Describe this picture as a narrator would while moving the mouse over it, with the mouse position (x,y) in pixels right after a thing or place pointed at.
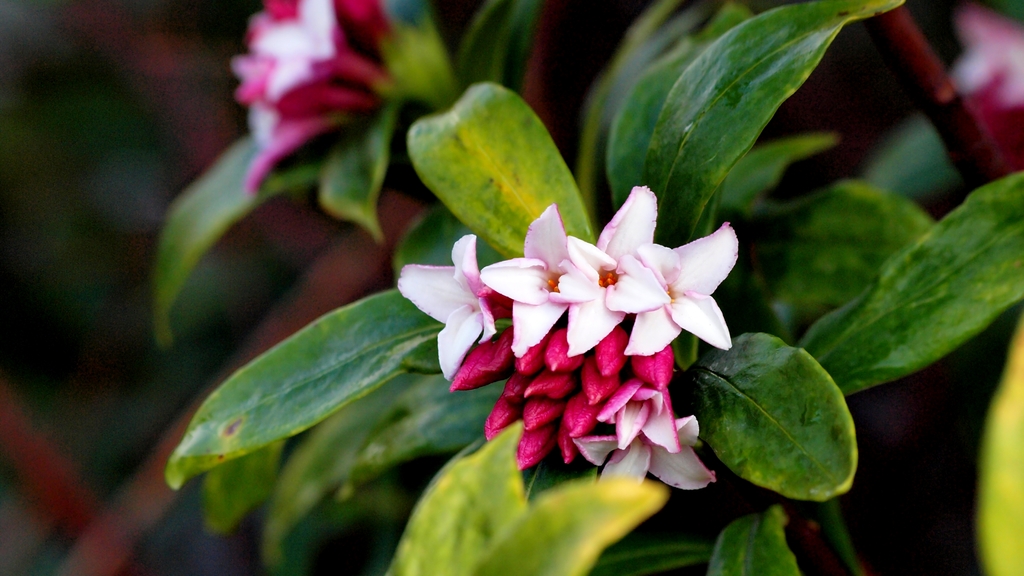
In this image there are flowers (331,65) and leaves (657,145), in the background (820,300) it is blurred.
